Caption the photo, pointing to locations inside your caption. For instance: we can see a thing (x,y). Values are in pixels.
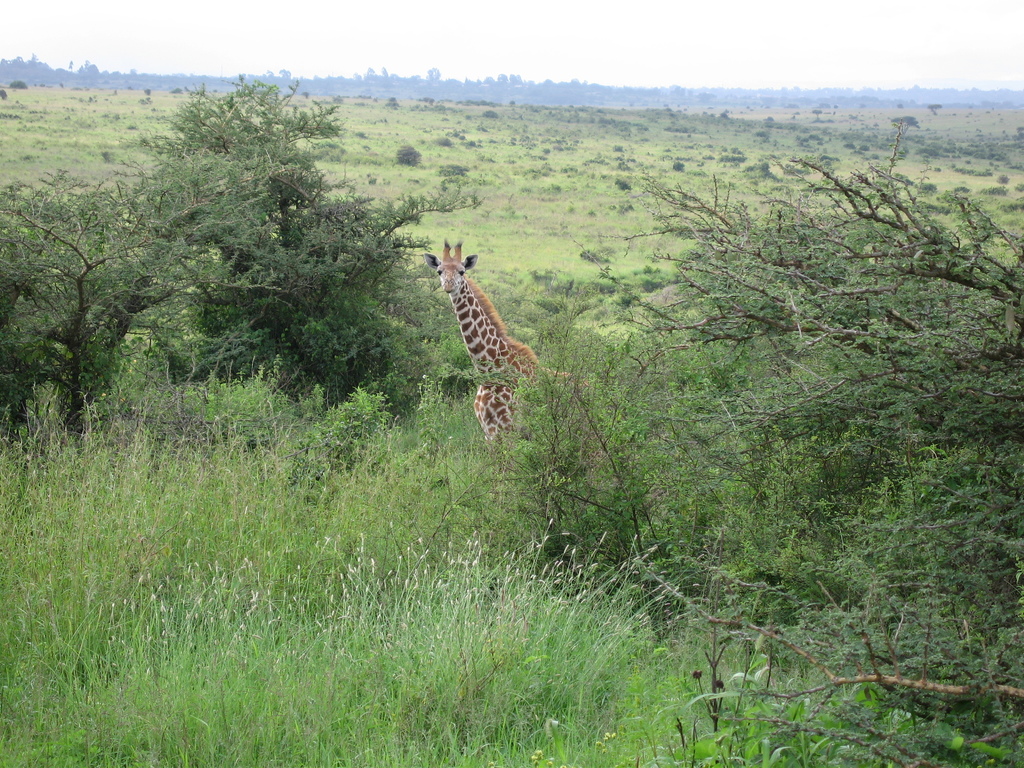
In the foreground (140,613) we can see the grass (611,595). Here we can see a giraffe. Here we can see the trees (180,167) on the left side (199,361) and the right side (804,330) as well. In the background (1022,97), we can see the trees (900,92).
